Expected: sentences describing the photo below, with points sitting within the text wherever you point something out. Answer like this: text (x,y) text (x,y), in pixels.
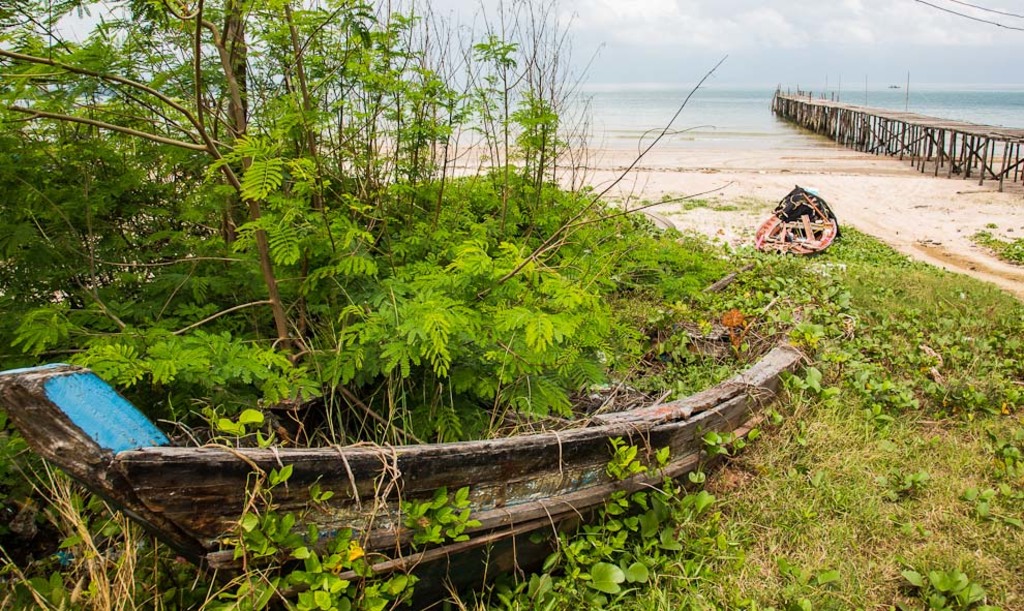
In this image we can see two boats (647,478) on the ground (682,521). We can also see some grass (810,527) and a group of plants (512,342). On the backside (800,127) we can see a deck (831,121) on a large water body (762,132), wires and the sky (762,47) which looks cloudy.
